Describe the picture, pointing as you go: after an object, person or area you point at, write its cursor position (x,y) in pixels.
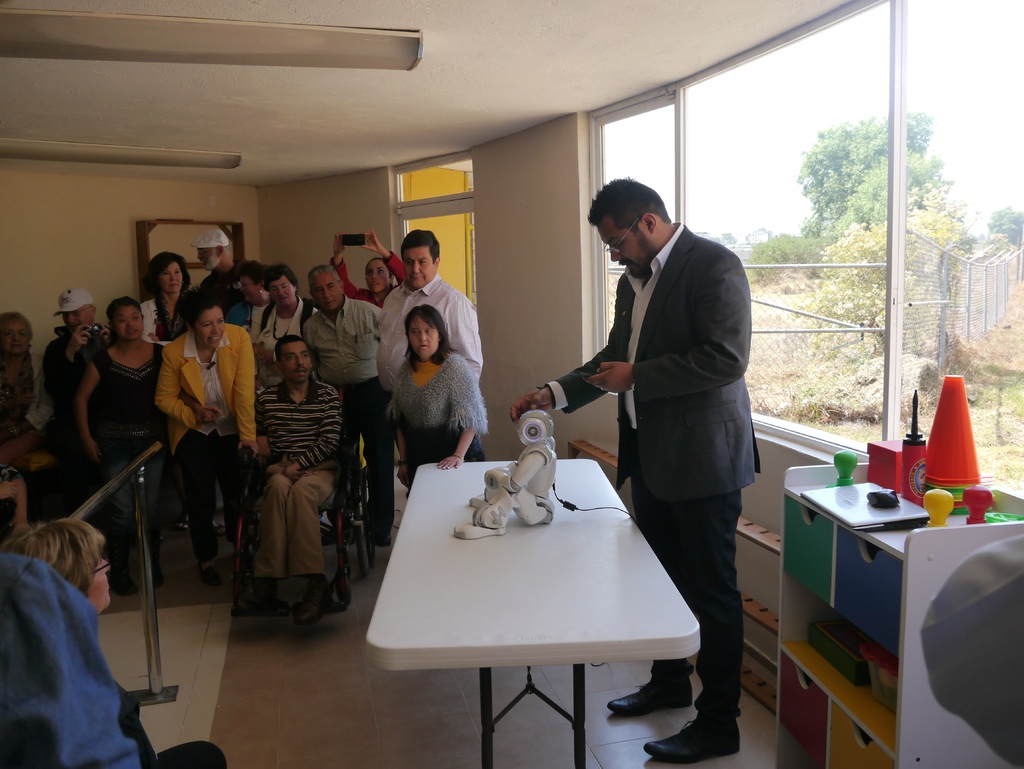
In this Image I see number of people (21,672) in which few of them are sitting and rest of them are standing. I can also see a electronic device (531,418) on this table (394,564) and there is a rack (858,568) over here in which there are few things (956,448) in it. In the background (830,448) I see the wall (1,228), windows (717,212), trees (1004,223) and the fence (976,294).
